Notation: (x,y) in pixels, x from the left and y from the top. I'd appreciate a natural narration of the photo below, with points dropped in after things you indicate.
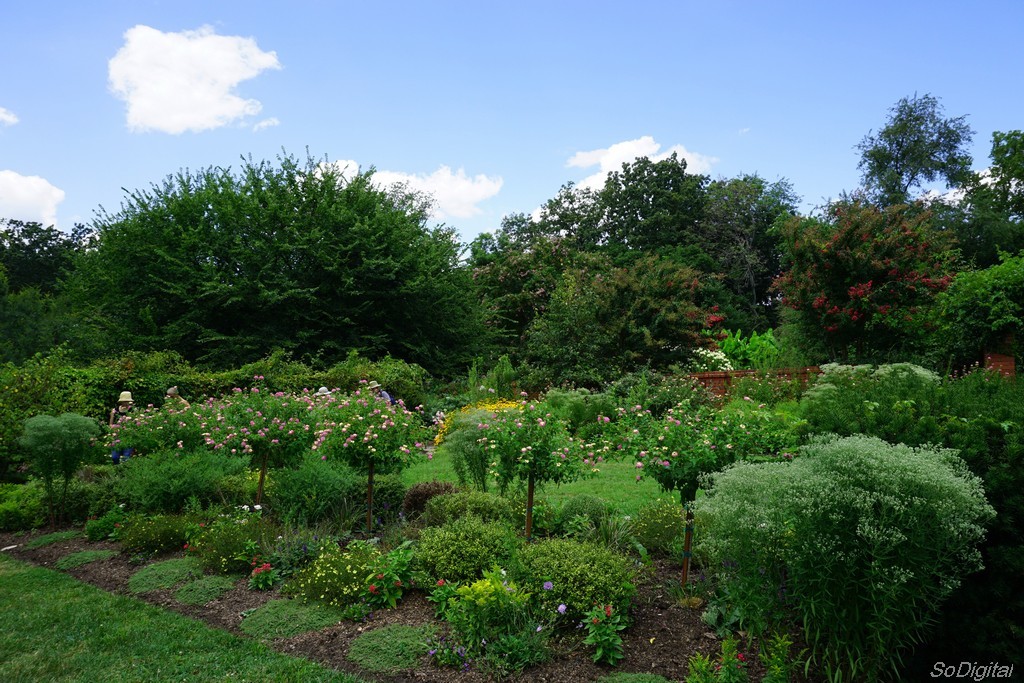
In this picture I can see few persons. There are plants (482,392), flowers (960,519) and trees (361,190), and in the background (446,76) there is the sky (576,179) and there is a watermark (989,663) on the image.
